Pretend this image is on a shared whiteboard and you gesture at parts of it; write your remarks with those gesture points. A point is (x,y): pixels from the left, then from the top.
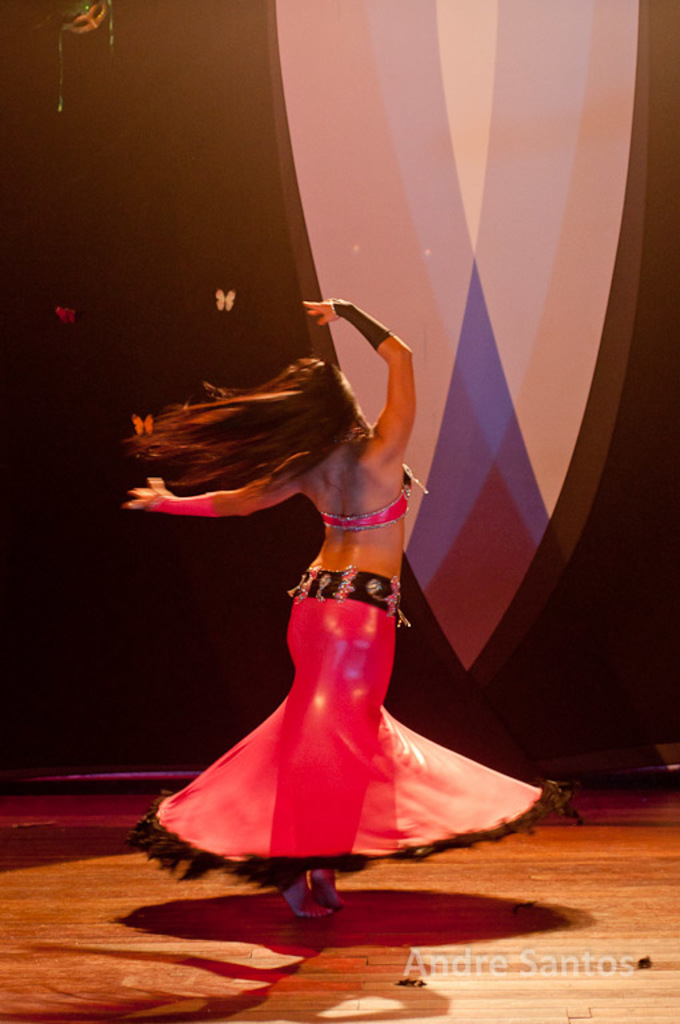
In this image we can see a woman (371,576) with long hair (204,456) wearing pink dress (347,719) is standing on the floor (377,941). In the background (84,22), we can see butterflies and a mask (74,29).
